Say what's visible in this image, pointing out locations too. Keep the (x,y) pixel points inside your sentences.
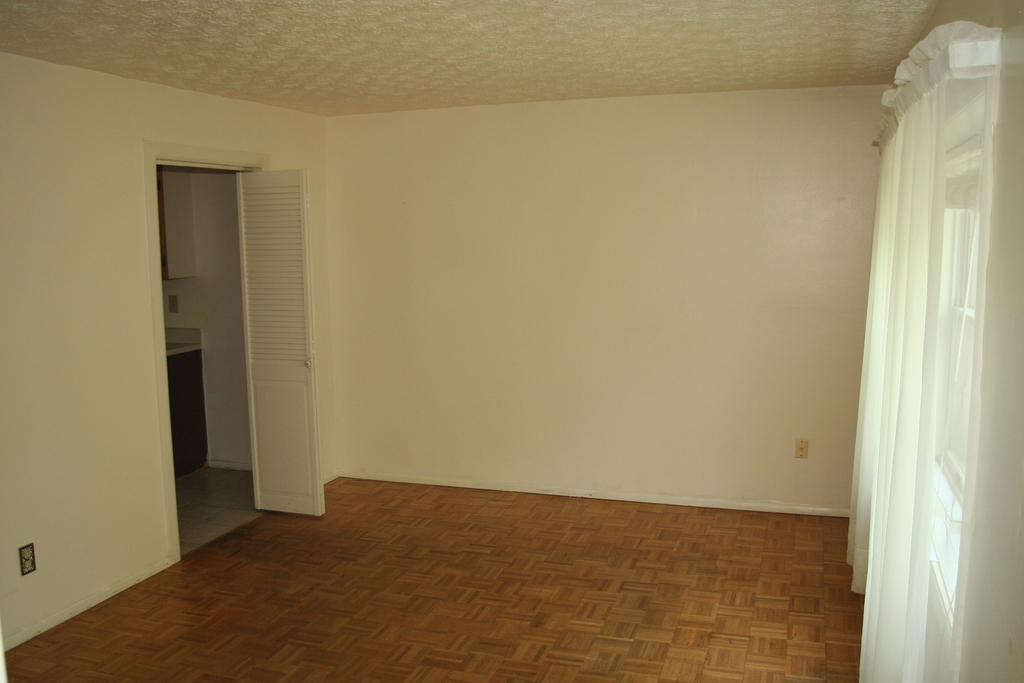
This is a picture of inside of the house (492,286) in this picture, on the right side (916,478) there are some windows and curtains (884,435) and on the left side (307,297) there is a door (314,408). And in the background (837,324) there is a wall (860,307), at the bottom (430,590) there is a floor (338,557) and on the top (347,31) there is ceiling (550,31).
